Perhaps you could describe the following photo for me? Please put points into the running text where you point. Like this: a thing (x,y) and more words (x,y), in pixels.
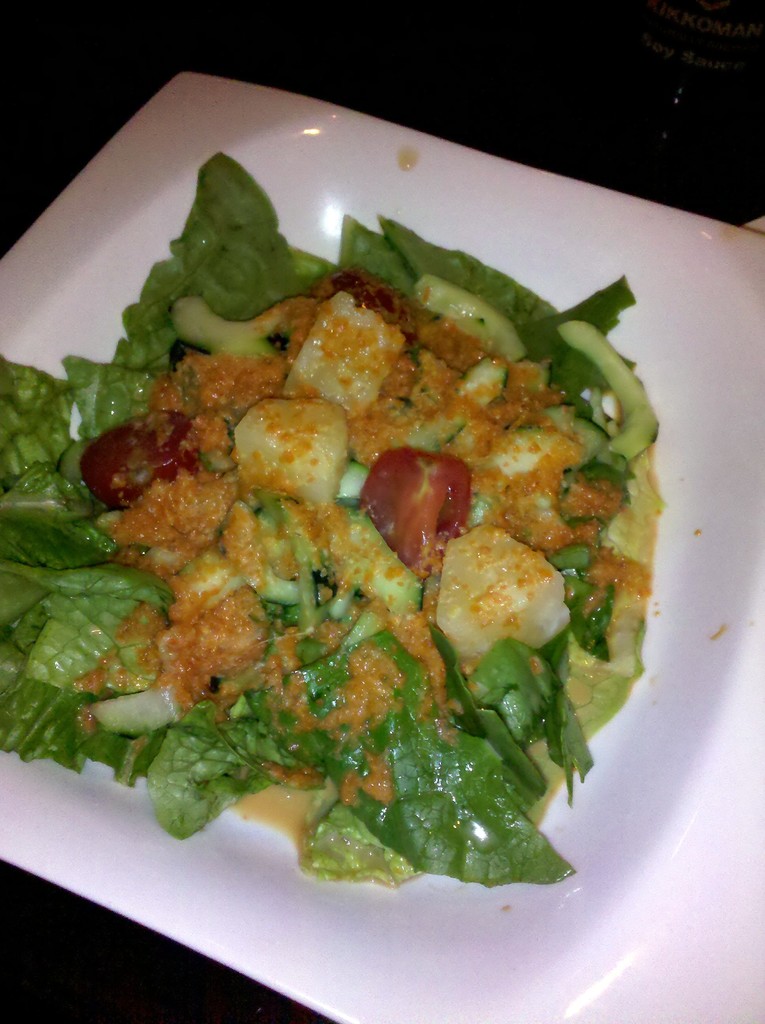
In this picture we can see green vegetable food (425,661), place in the white plate (679,220).
